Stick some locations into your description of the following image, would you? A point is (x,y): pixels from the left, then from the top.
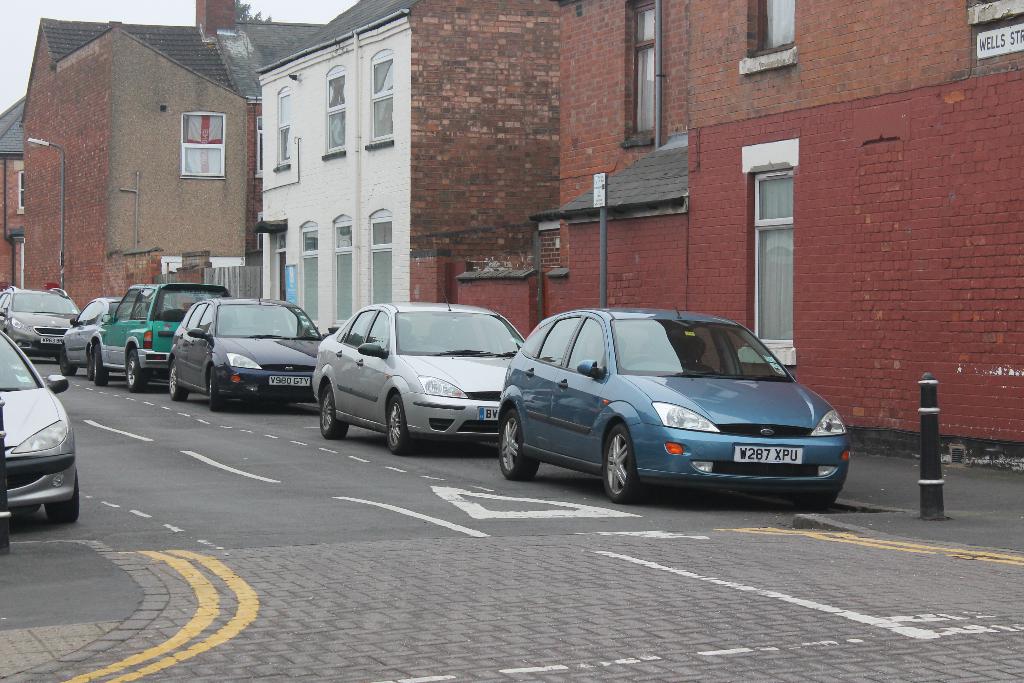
This picture consists of building (735,136), in front of building (498,100) there are vehicles (384,368) parking on road (161,493) and some poles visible in front of building (59,208), in the top left (117,12) there is the sky (20,24) visible.
